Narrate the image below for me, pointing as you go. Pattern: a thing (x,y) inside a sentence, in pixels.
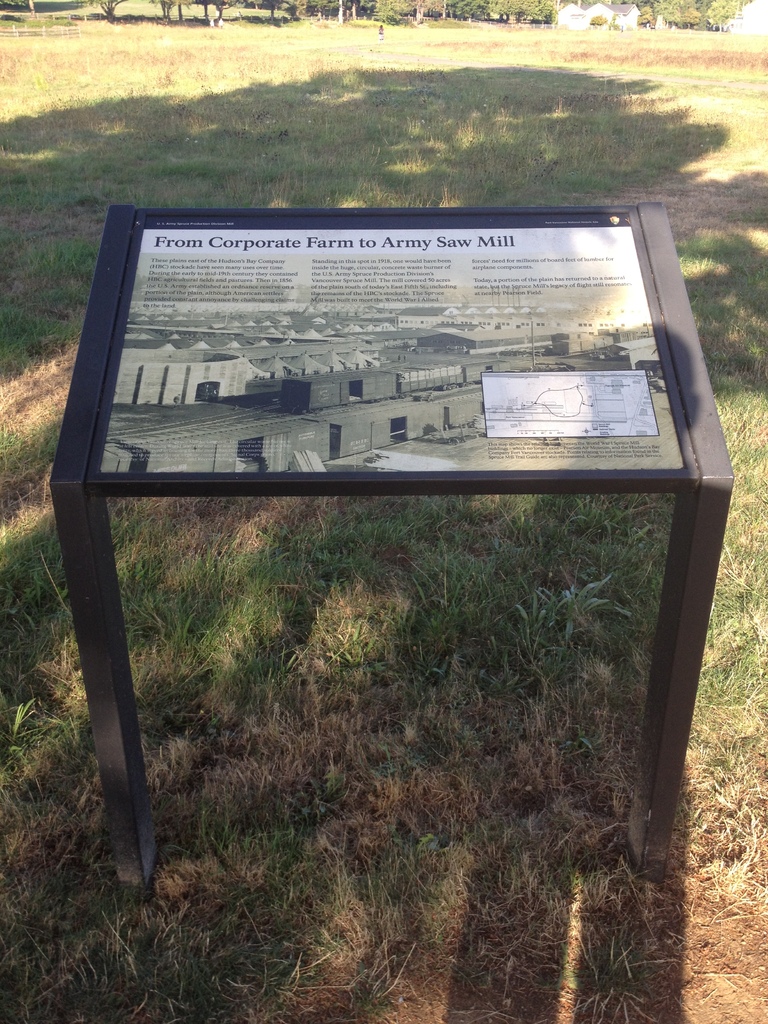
There is hoarding (339,357) attached to the two poles (691,394), which are on the grass (558,879) on the ground (469,884). In the background (722,7), there are buildings (634,17) and trees (294,12).
